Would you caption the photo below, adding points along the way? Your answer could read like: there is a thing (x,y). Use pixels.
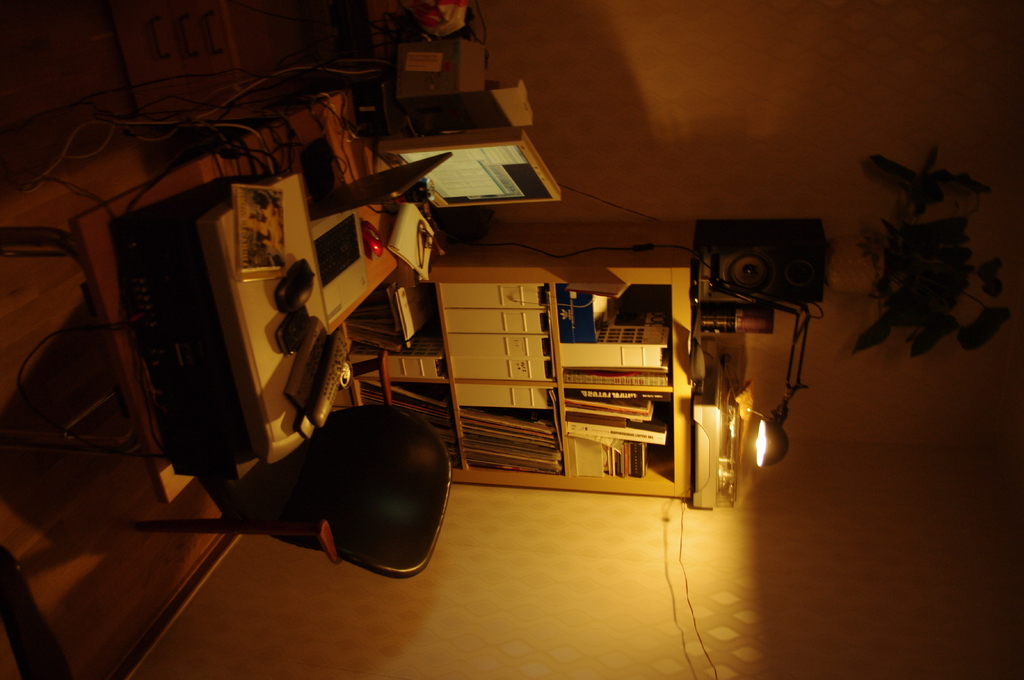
This is a tilted image, on the left side (149,245) there is a table (304,146), on that table (372,160) there are electrical items (362,184), in the background (785,382) there is a wall (655,23), near the wall (673,31) there is a shelf (645,279) in that shelf (517,269) there are books (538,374), at the top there is a flower vase (848,283) and light (790,398).
